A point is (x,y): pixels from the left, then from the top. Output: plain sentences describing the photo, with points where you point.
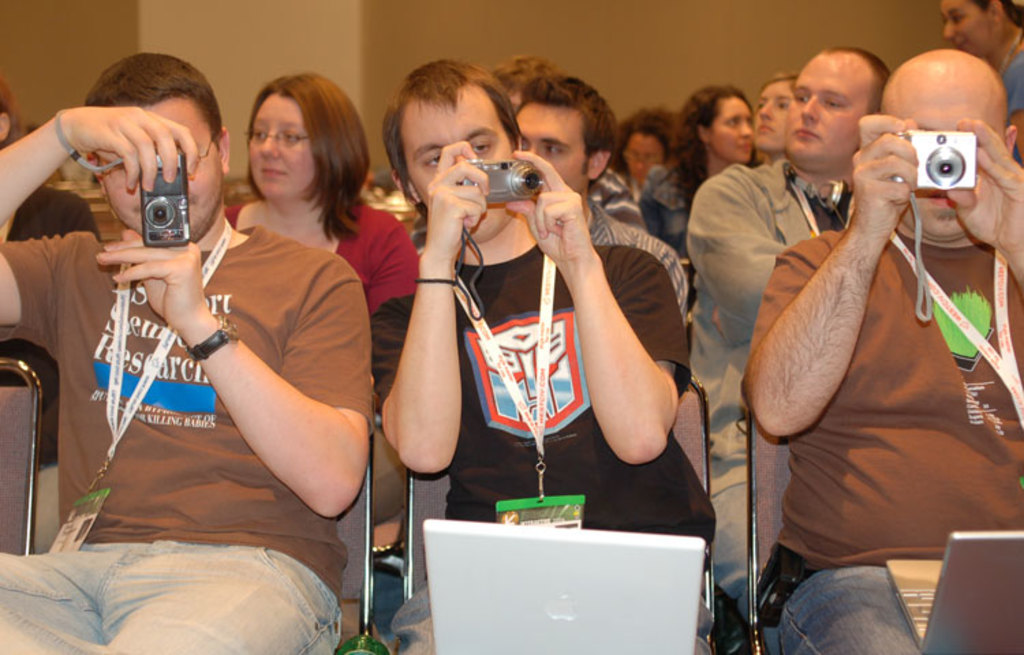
In this image we can see few persons (430,288) are sitting on the chairs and among them few persons (410,408) are holding cameras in their hands (896,174). At the bottom (958,617) we can see laptops (692,619). In the background (507,25) we can see a person (990,19) is standing on the right side (997,31) and the wall (222,35).
